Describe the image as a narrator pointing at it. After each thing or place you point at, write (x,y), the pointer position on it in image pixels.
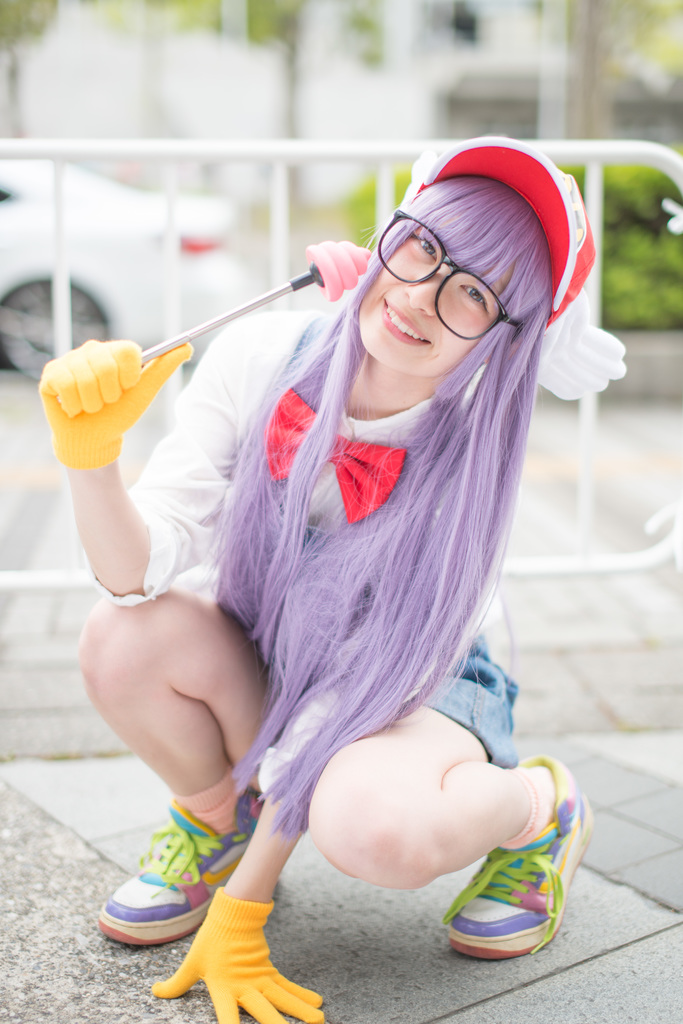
In this image we can see a person (343,562) holding an object (245,309), there is a railing (281,305), car (122,310), and few trees (624,244) in the background (613,264).
